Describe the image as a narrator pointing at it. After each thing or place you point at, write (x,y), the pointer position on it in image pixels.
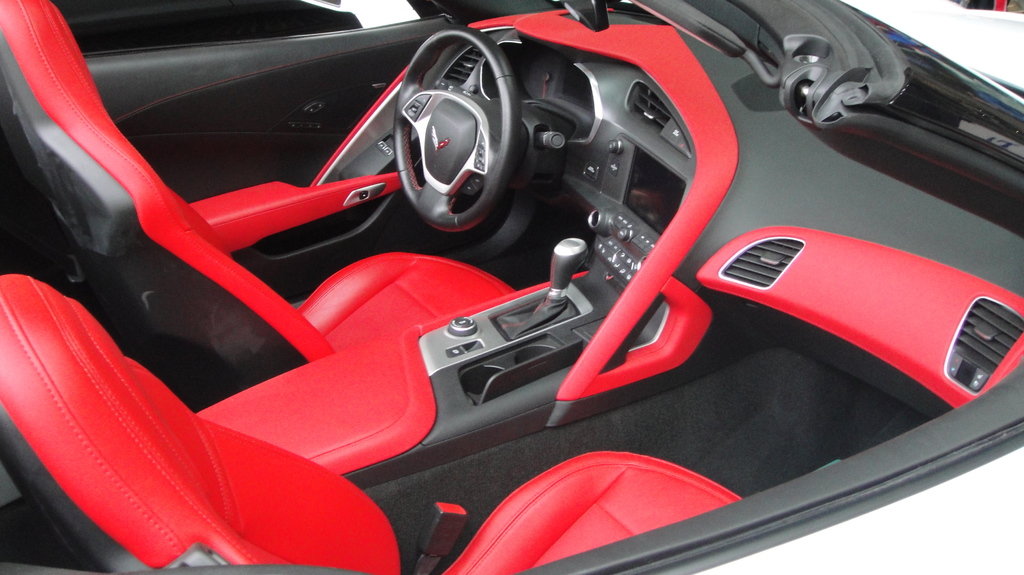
In this picture we can see inside view of the car (355,305). In the front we can see steering (438,117), gear lever (558,278), LCD screen (638,193) and buttons (634,266). On the right side (966,359), we can see two air conditioner vents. Behind we can see the red and black leather seats (300,524).
